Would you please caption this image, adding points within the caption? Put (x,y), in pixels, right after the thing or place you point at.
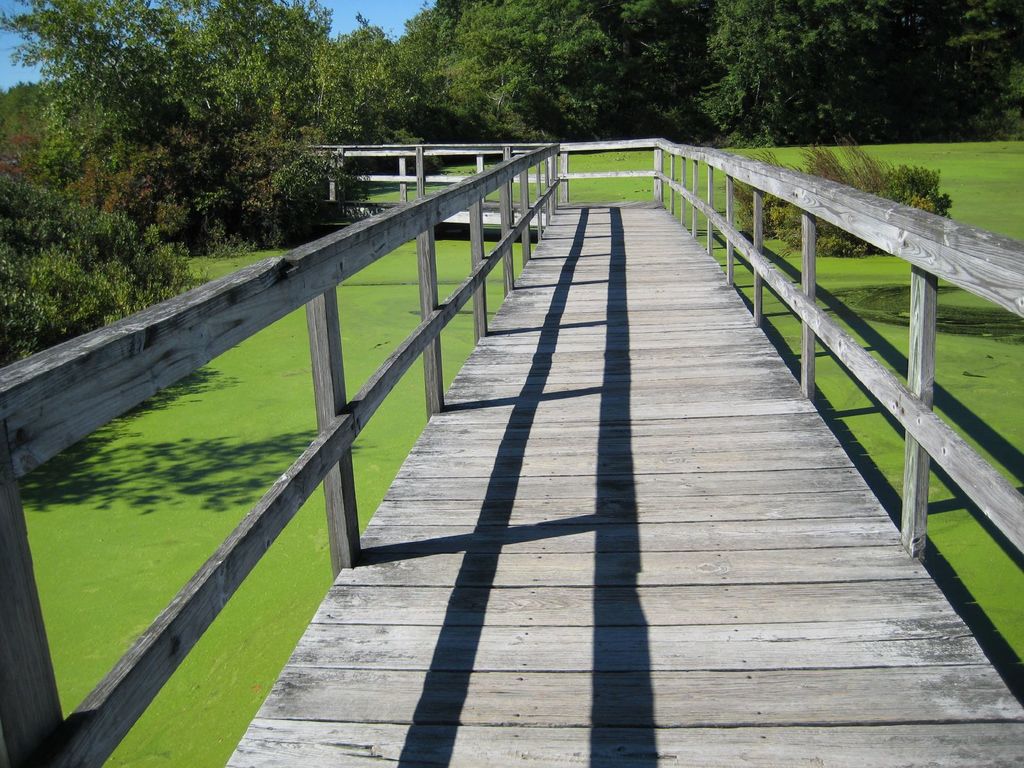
In this picture there is a wooden bridge (418,349) with railing (369,403) on both the sides. Behind there are some trees (240,226) and in the bottom side (170,542) there is a green water (159,754).
